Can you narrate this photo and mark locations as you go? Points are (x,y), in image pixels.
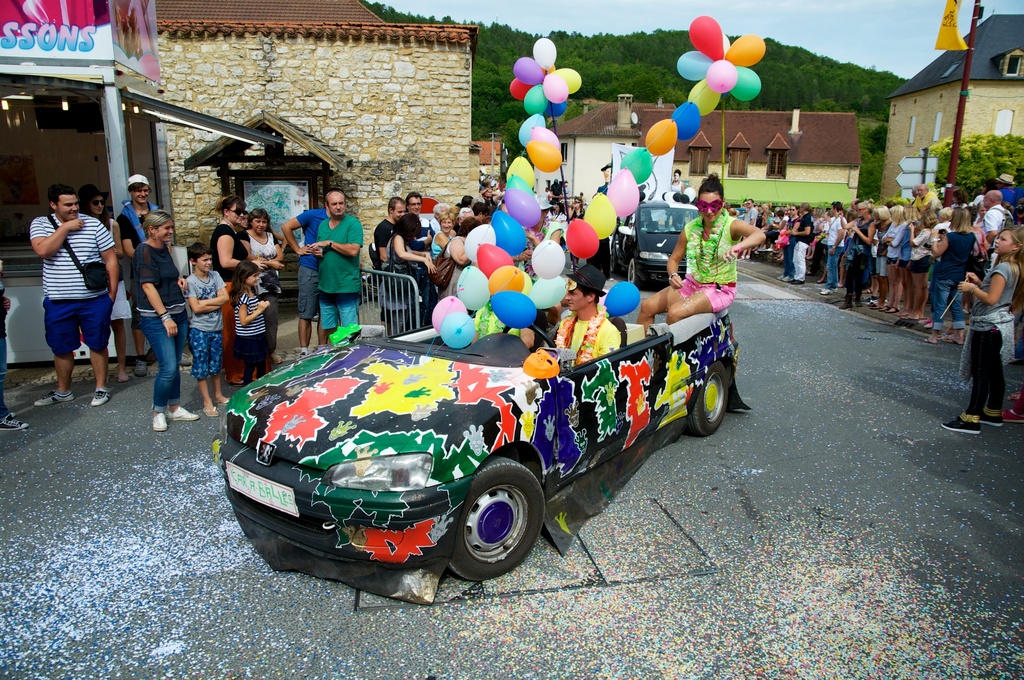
Here we can see group of people (951,307) and there are cars (505,548) on the road (629,542). Here we can see balloons (603,209), fence (374,294), stall (35,151), board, pole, plants (958,177), and houses (903,155). In the background (905,66) there are trees (776,61) and sky (831,39).
